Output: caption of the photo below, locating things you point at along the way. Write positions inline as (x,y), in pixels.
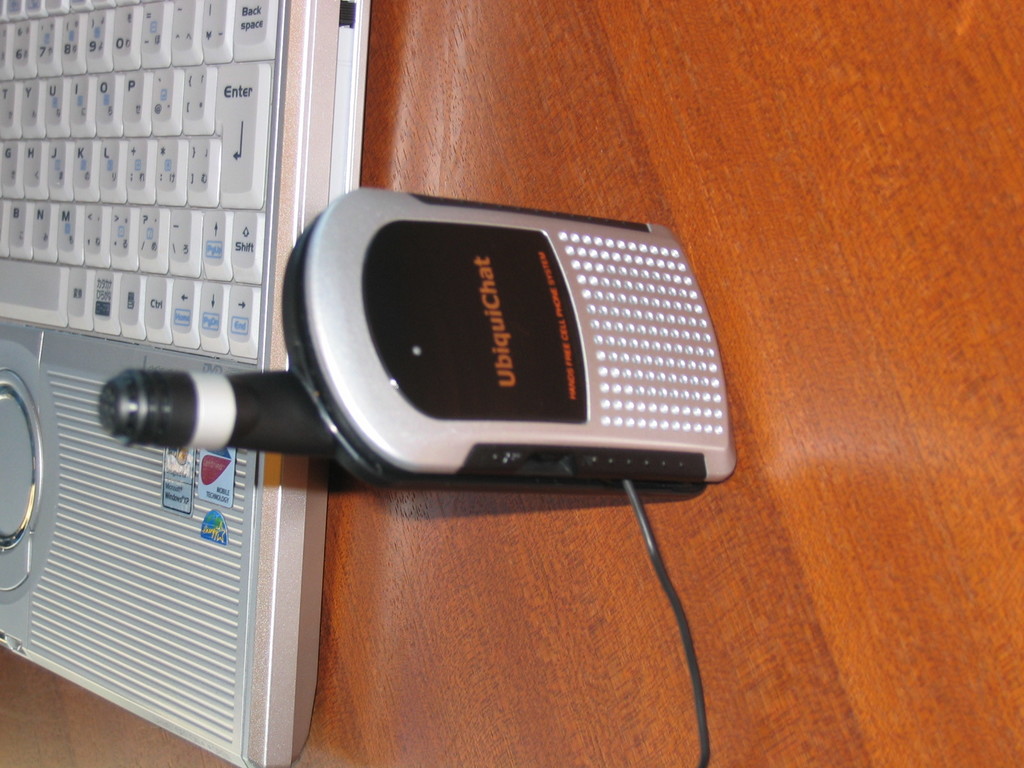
In the center of the picture (413,279) there is a microphone (471,314). On the left (219,603) there is a laptop keyboard (138,152), these are placed on a wooden table (548,576).
